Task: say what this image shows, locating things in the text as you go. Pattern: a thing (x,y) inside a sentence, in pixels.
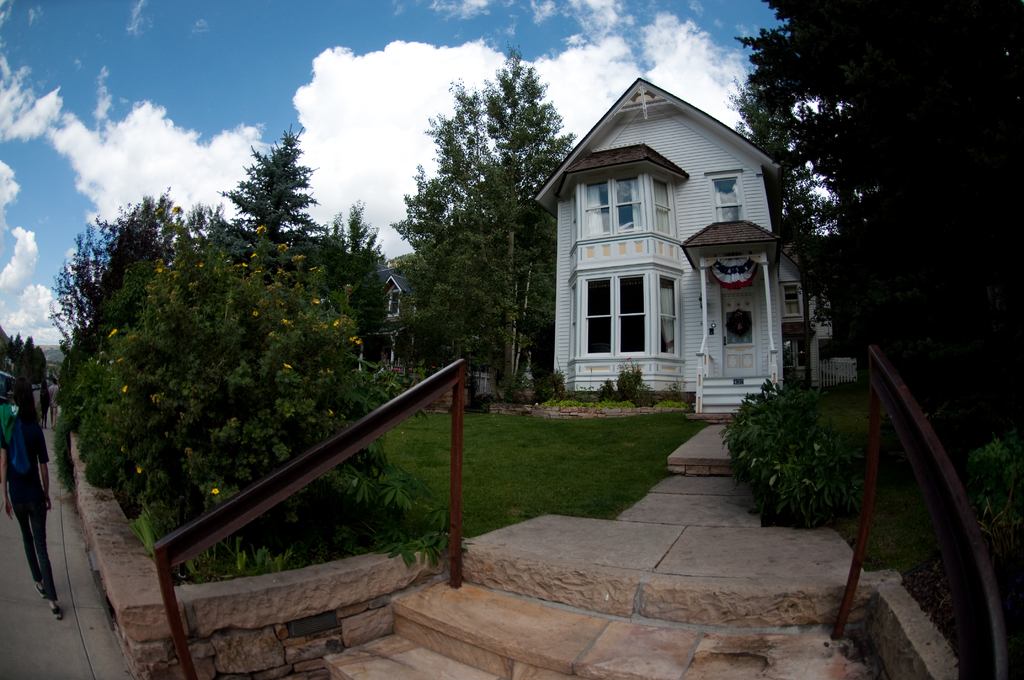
In this picture we can see grass (513,506), plants (739,444), trees (505,313), buildings (624,99), and few people (16,385). In the background (179,110) there is sky (714,16) with clouds (14,325).
